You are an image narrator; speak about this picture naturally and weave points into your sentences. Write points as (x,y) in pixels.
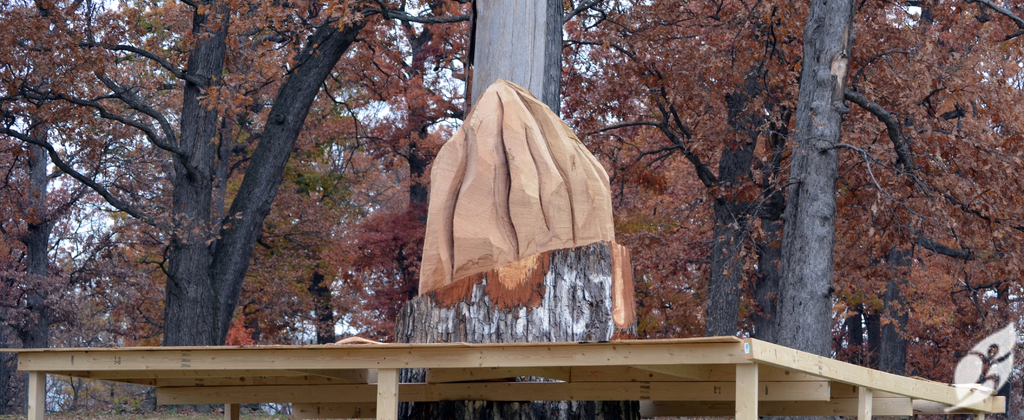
In this picture i can see some structure (460,217) which is made on the wood (517,250). At the bottom (927,393) i can see the table (779,393). In the background (838,252) i can see many trees (235,268). In the bottom right corner (960,408) there is a watermark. At the top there is a sky (400,12).
